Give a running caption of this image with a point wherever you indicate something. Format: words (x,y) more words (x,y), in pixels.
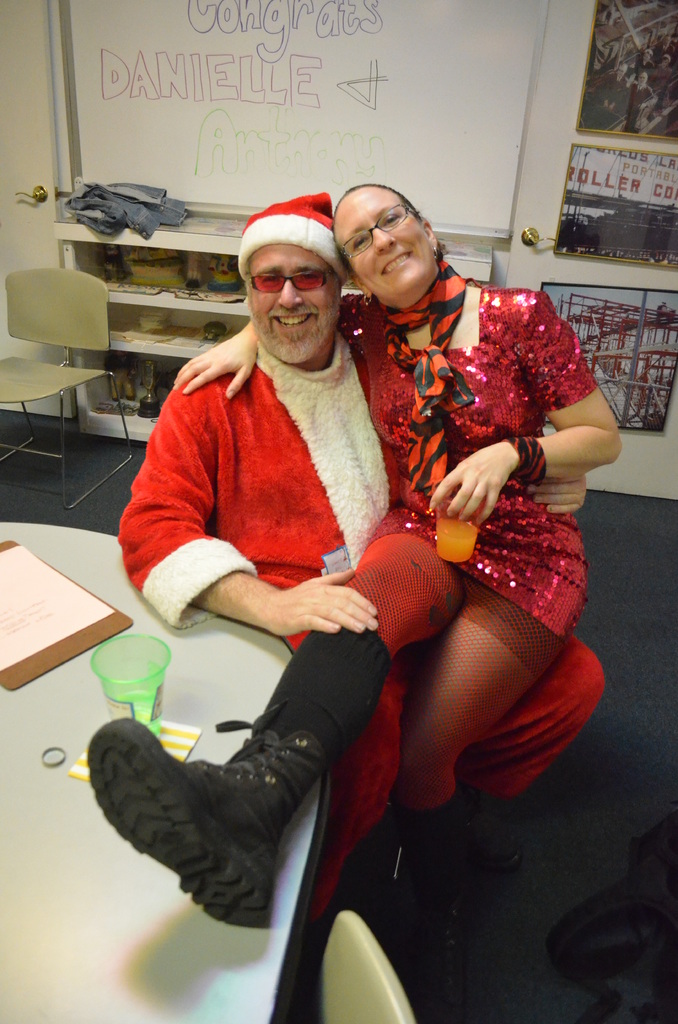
In this image we can see two persons (326,609) sitting and smiling, among them one person (475,566) is holding a glass (455,541), there is a table (104,952), on the table (71,780), we can see a glass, paper (8,577) and other objects (16,681), in the background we can see some shelves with objects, there are some photo frames (573,166) and a board (441,139) on the wall (576,143).
